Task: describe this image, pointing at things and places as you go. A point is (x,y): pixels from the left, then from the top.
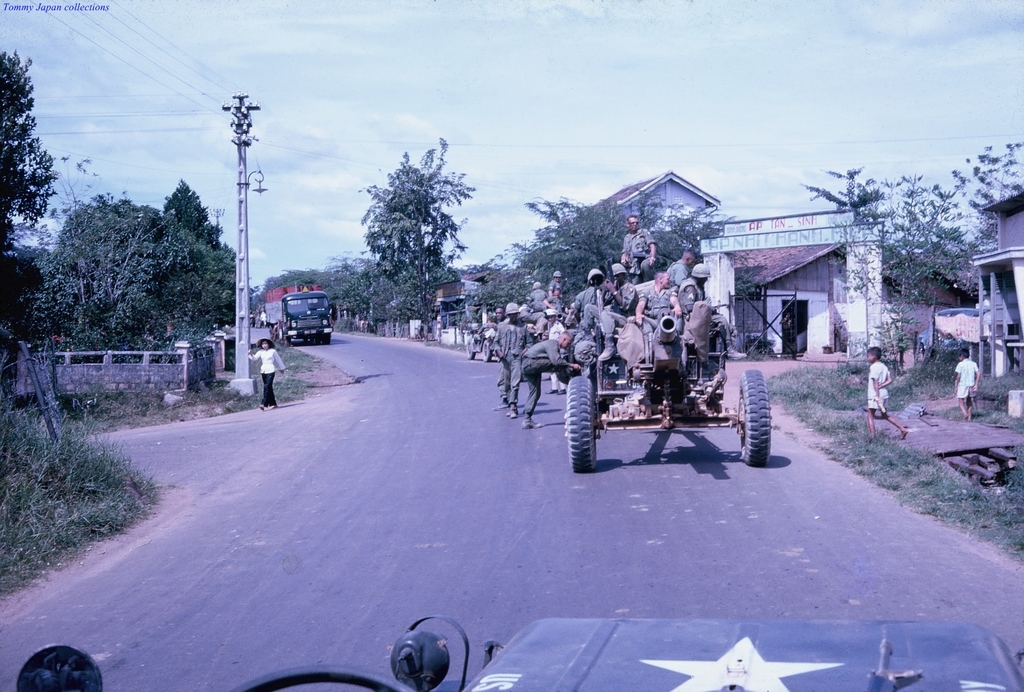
In this image there are some persons (603,353) sitting on the vehicle (612,374) as we can see in middle of this image (654,254), and there is a road (455,388) at left side (340,493) to this image. There is one vehicle (537,658) at bottom of this image (585,670) and there is one another vehicle (304,325) at top of this image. There are some trees (133,343) in the background (150,303). there are some buildings (836,307) at right side of this image (856,285). There is a current pole (244,366) at left side of this image (251,384).
